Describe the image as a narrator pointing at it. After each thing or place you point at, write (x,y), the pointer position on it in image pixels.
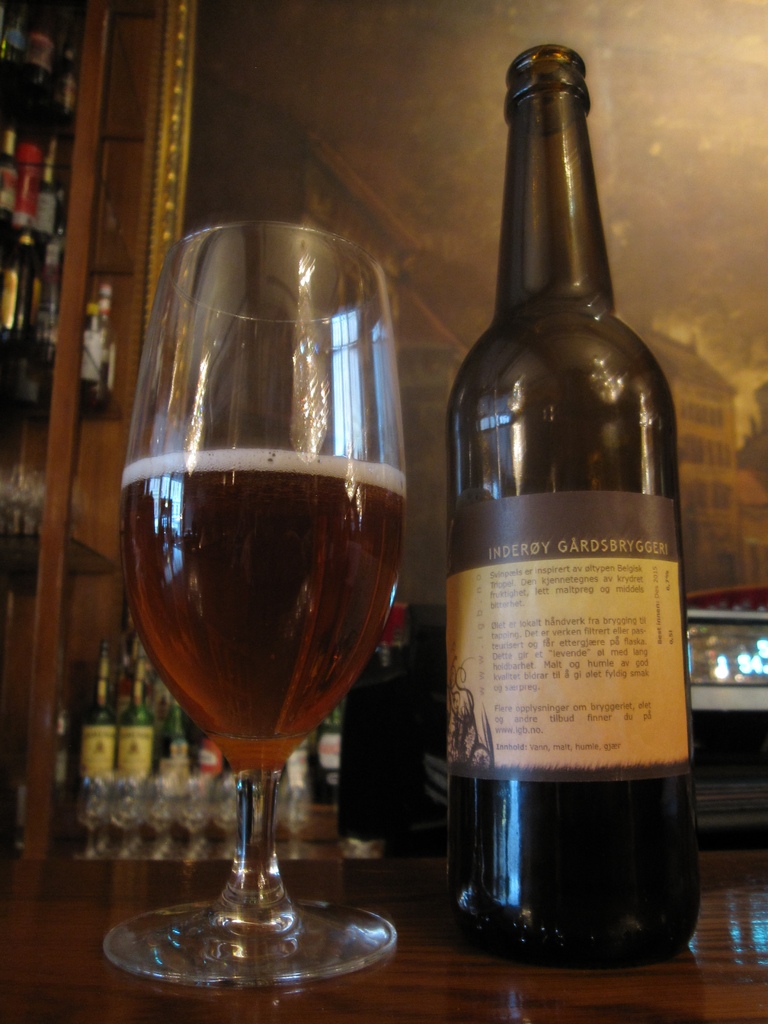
At the bottom of the image (349,874) there is a table (574,976) and we can see a bottle (487,688) and a wine glass (296,646) placed on the table (311,882). In the background (106,531) there is a shelf (92,532) and there are many bottles (58,229) placed in the shelf (102,527). In the background (283,108) there is a wall (716,313).
